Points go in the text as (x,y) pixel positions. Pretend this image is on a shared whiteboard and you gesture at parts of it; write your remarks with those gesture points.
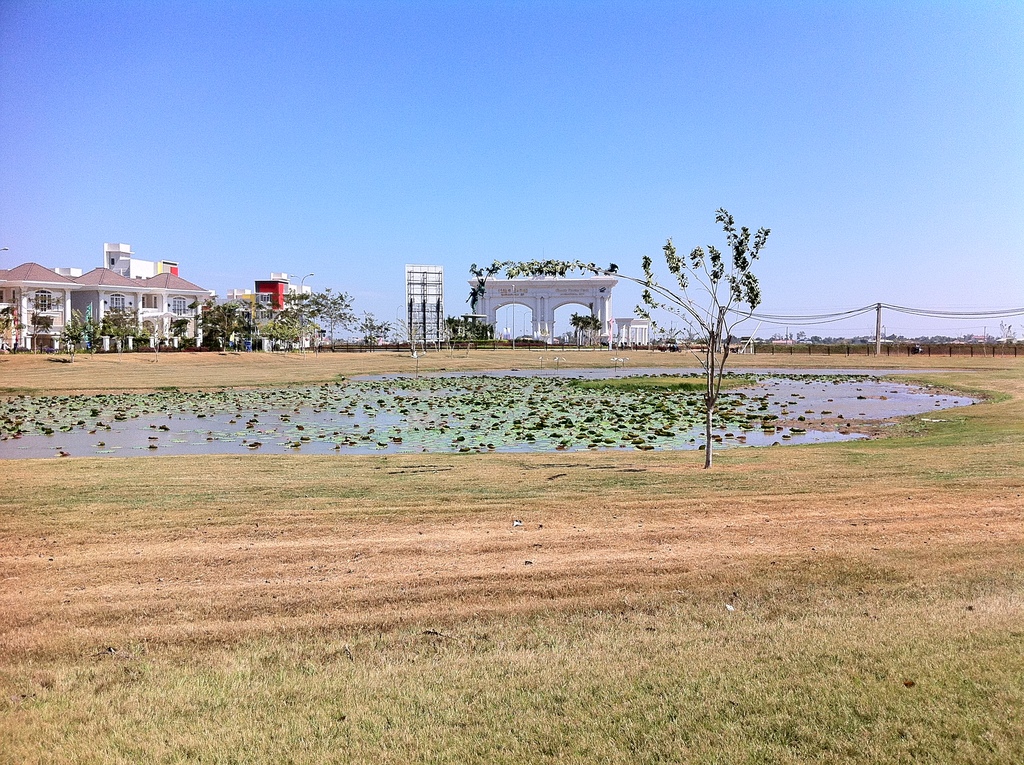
In this picture we can see water (421,416), trees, grass (336,687), buildings (131,301) with windows (150,299), hoarding (434,280), fence (955,351) and in the background (453,304) we can see sky (449,286).
